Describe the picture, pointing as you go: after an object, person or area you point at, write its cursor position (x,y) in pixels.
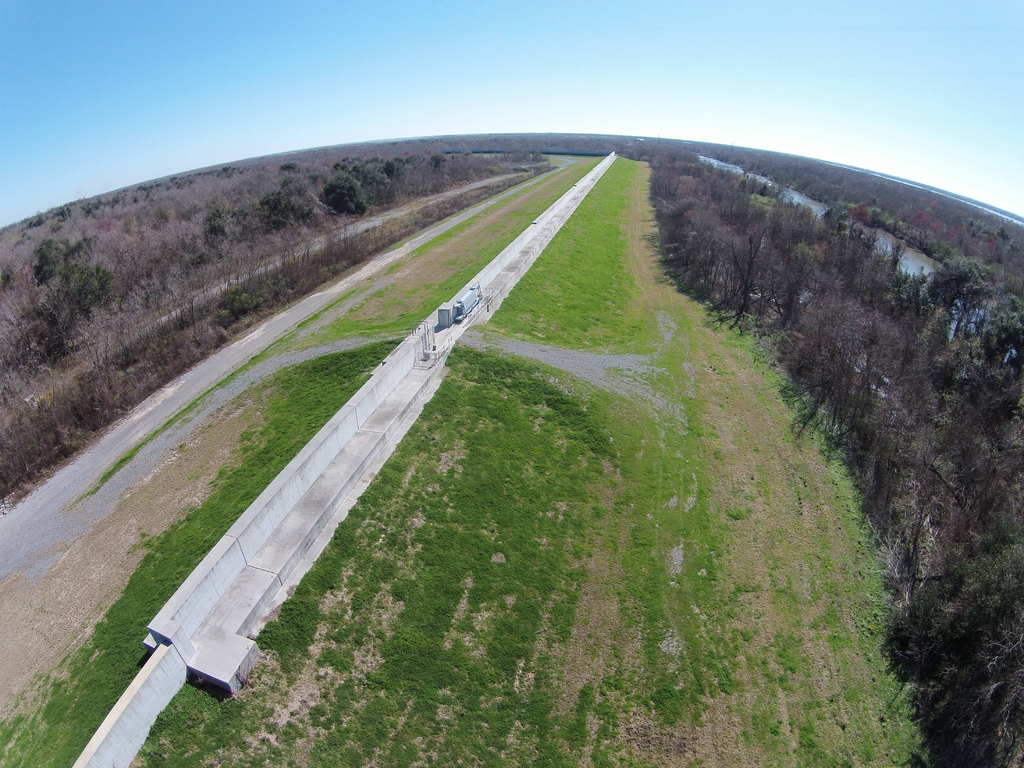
In this image we can see the road (529,181), ground (531,499), trees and sky (418,112).
